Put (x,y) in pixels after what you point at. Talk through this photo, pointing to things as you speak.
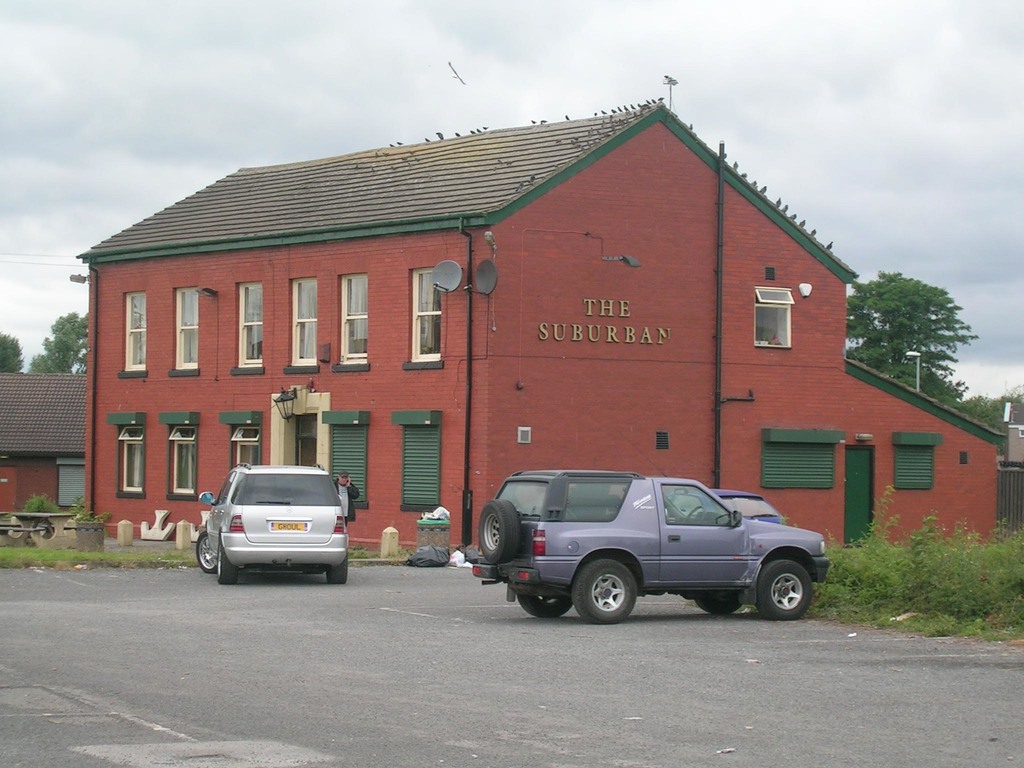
In this picture I can see the building (570,379) and shed (845,392). At the bottom (713,533) there is a grey car (617,539) which is parked near to the grass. On the left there is a man (352,498) who is standing near to the silver color car (276,526). At the top (485,25) I can see the sky (485,25) and clouds (249,44). In the center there is a dustbin (427,537) near to the black pole (468,483). On the roof (361,165) of the building (569,143) I can see many birds (614,116) were standing.
